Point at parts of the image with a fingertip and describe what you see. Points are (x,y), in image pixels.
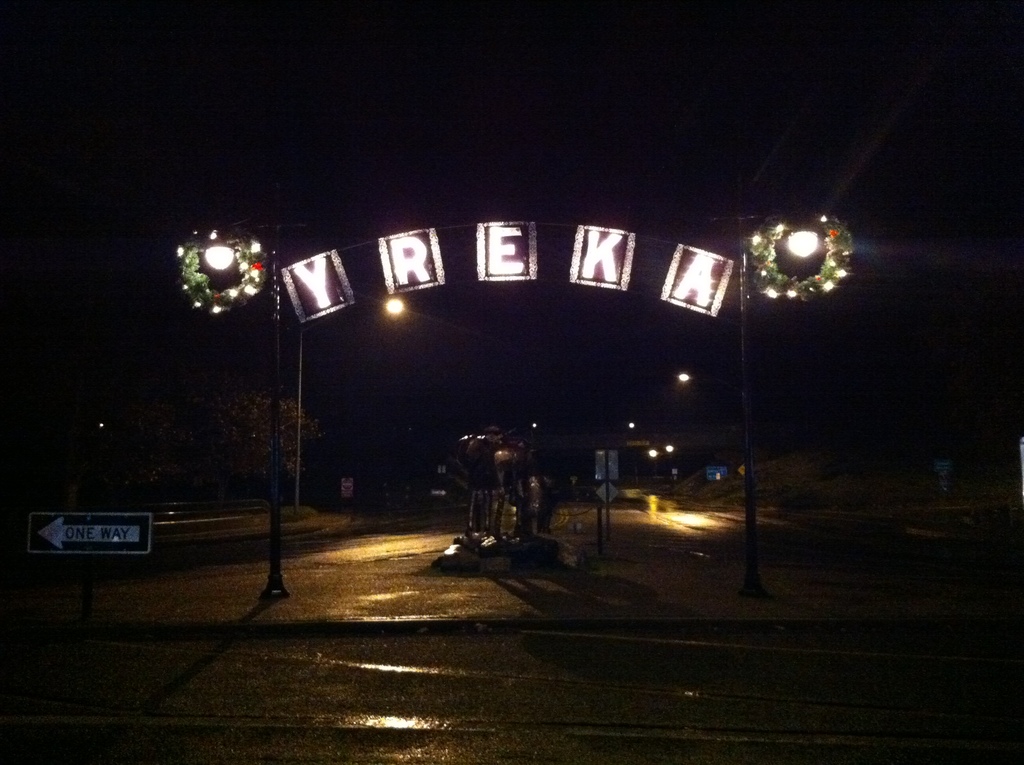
In the middle of this image (676,288), there are letters (324,295) and lights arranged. In the background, there are lights (672,450). And the background (676,480) is dark in color.
